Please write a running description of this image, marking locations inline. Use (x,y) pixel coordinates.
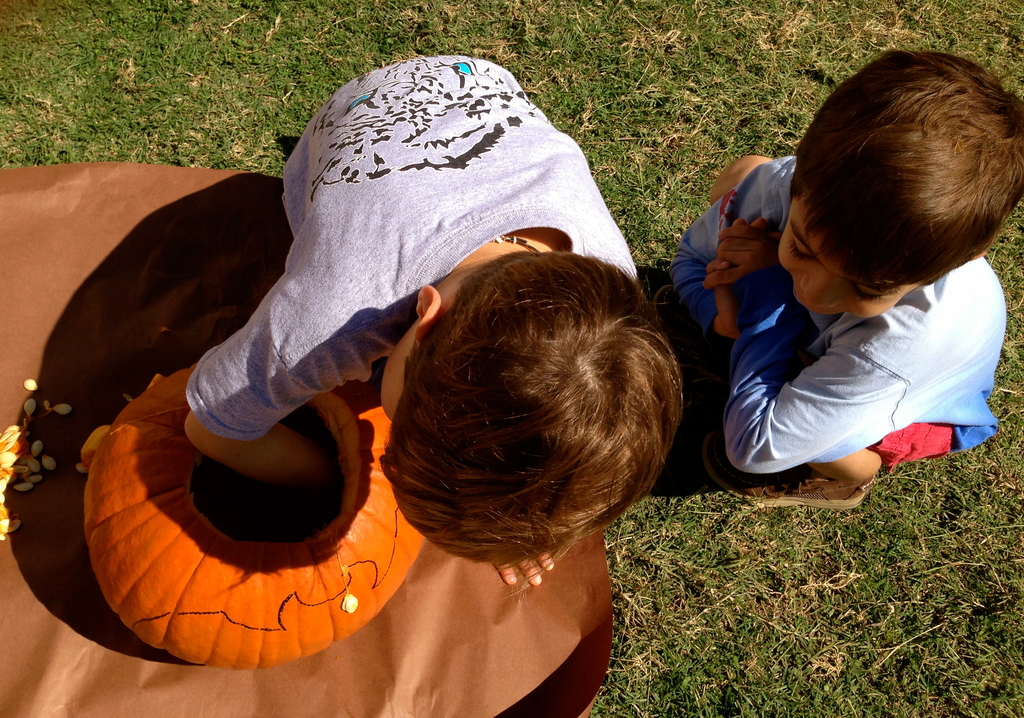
In this image, there are a few people (781,215). We can see the ground (729,28) covered with grass (837,538) and some objects (11,656). We can also see a pumpkin (325,476) and some seeds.
